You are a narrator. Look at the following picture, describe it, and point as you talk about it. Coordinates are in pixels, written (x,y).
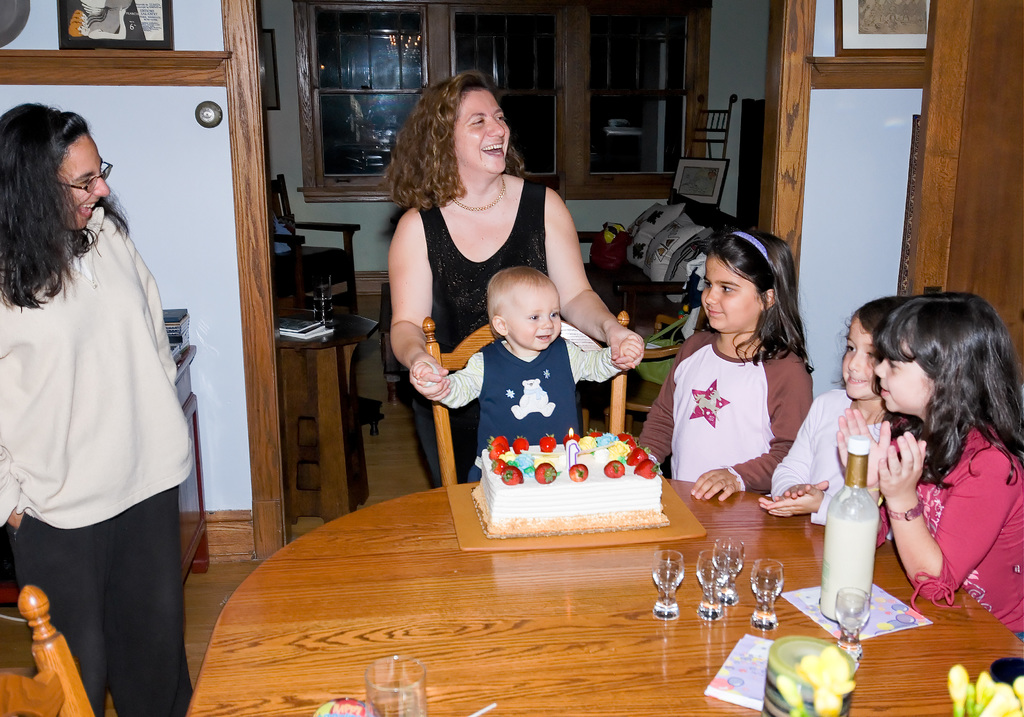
Here we can see a group of persons (393,251) standing and smiling, and in front (626,611) here is the table (626,583) and cake (614,490) and some more objects (887,600) on it, and here are the chairs (663,318), and here is the sofa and pillow (688,249) on it, and here is the window (477,70).
